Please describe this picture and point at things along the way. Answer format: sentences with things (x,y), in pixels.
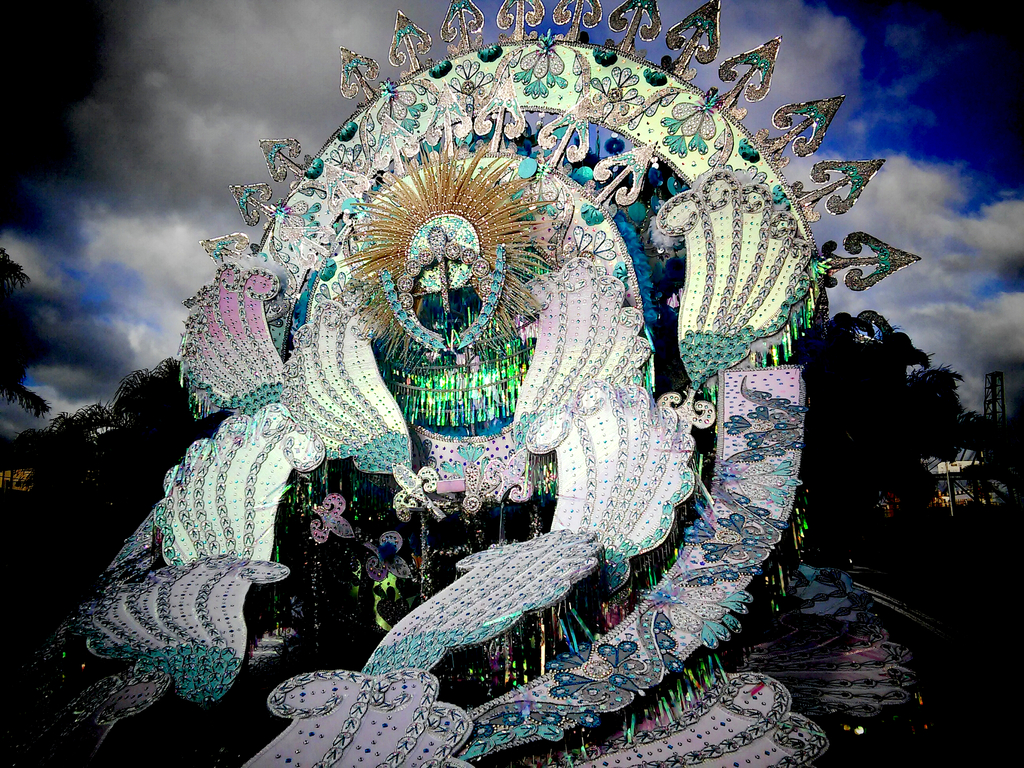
In the center of the image (569,408), we can see an art (515,433) and there are decor items (609,489). In the background (104,413), there are trees (107,456) and poles (994,428). At the top (876,104), there are clouds (201,29) in the sky (884,222).
